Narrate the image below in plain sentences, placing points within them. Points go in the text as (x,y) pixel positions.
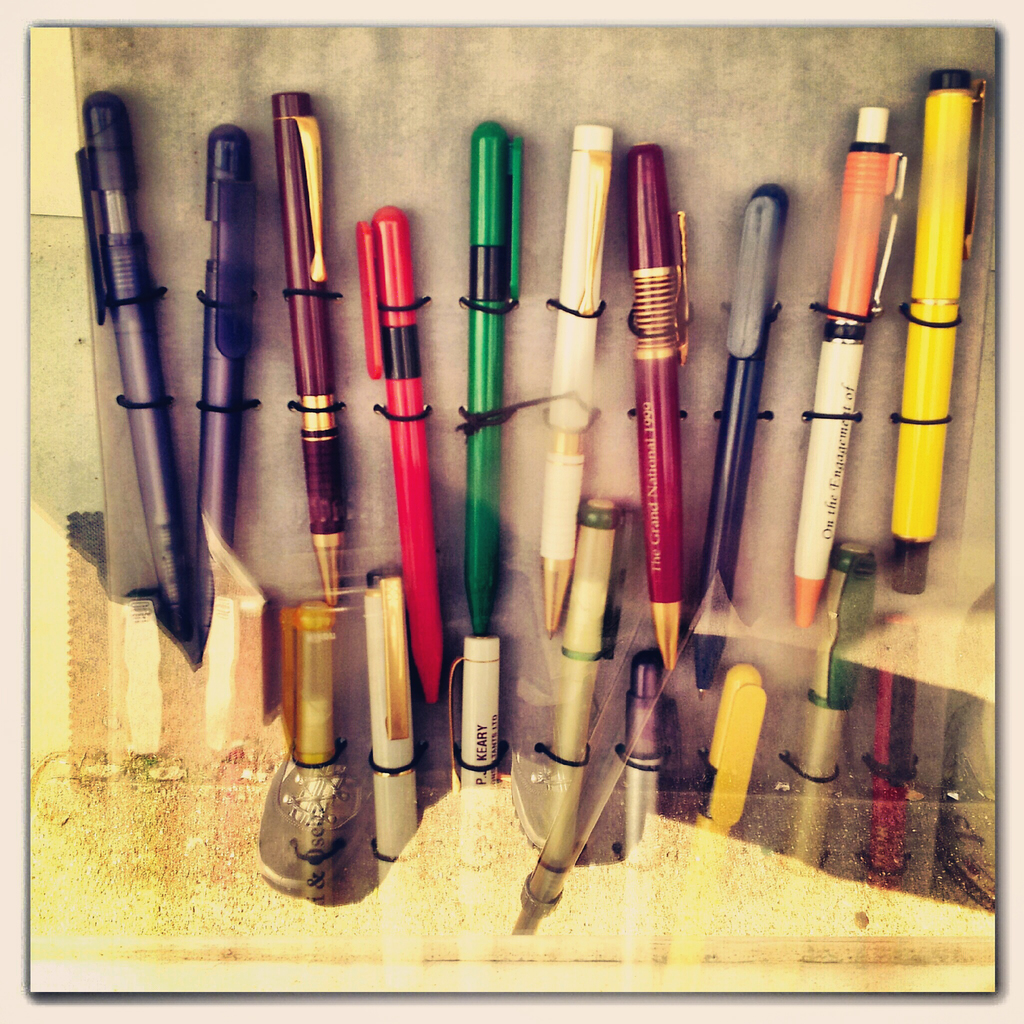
In this image, we can see glass (450,493). Through the glass (314,919) we can see few pens (470,589) are tied with black objects (536,749).
